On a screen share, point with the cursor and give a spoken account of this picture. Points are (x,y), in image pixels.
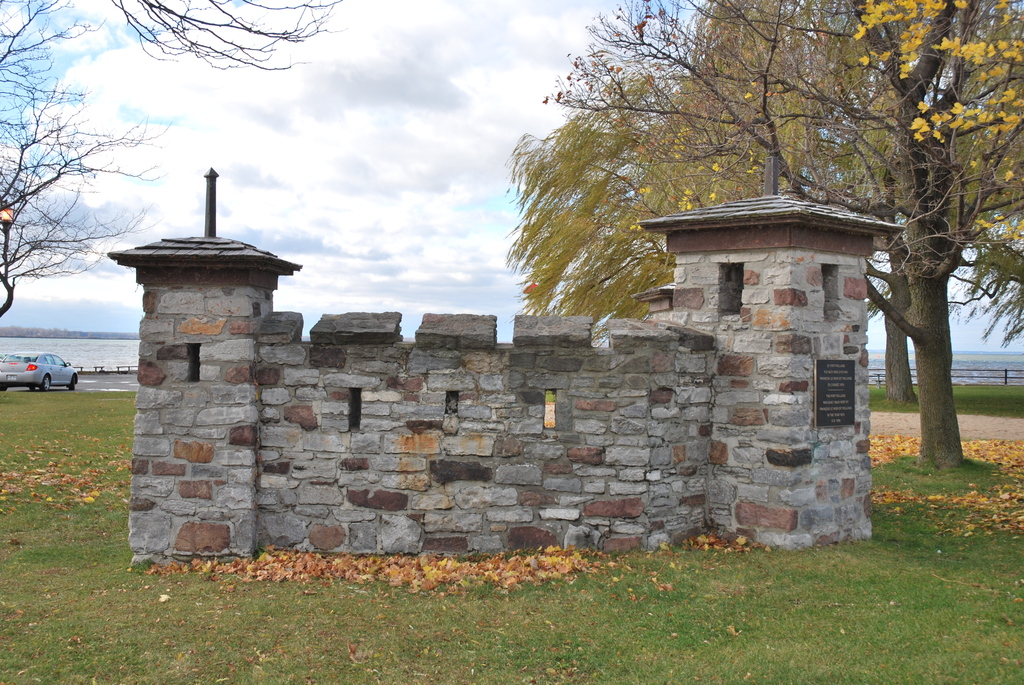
In this image we can see a structure (556,366) which looks like a wall (812,372) and there is a board (838,416) with some text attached to the wall (826,335). We can see some trees (817,31), grass (128,651) and dry leaves (978,456) on the ground (1013,612) and there is a car (29,361) on the road (110,385) and we can see the water (63,355) in the background (956,363) and at the top (225,139) we can see the sky (246,79).
